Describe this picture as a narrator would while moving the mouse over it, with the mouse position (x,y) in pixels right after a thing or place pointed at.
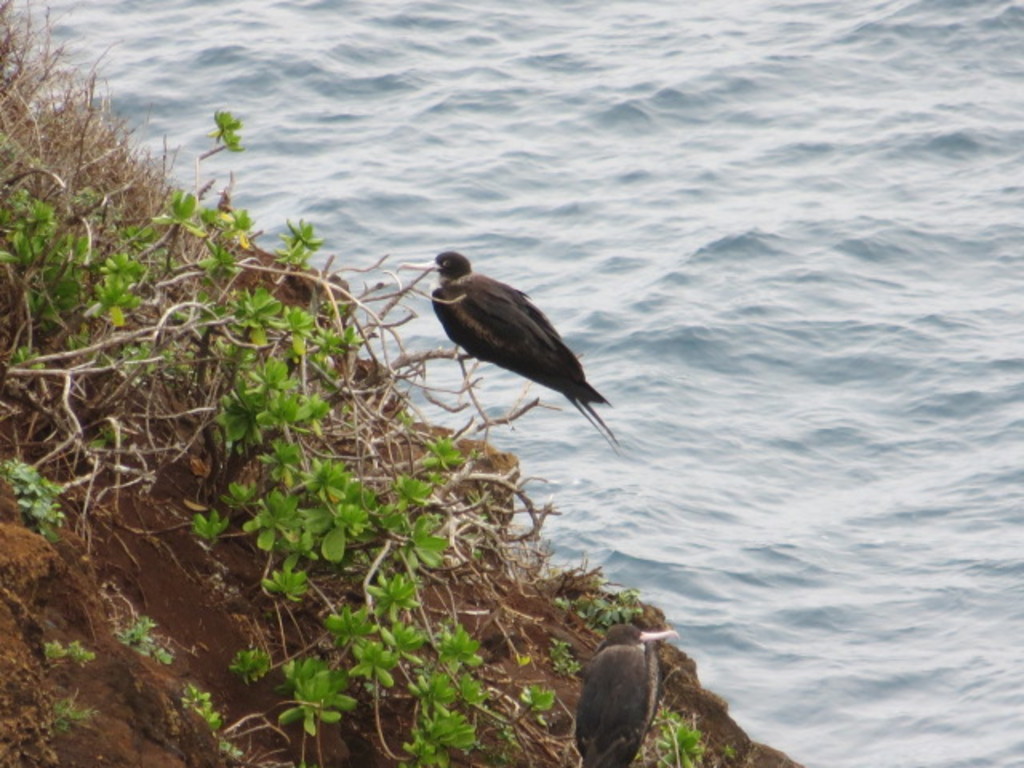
In this image we can see two birds (620,670) which are in black color are on the stems (208,334) of plants (285,372) and there is mud (228,581) and water (612,42).
